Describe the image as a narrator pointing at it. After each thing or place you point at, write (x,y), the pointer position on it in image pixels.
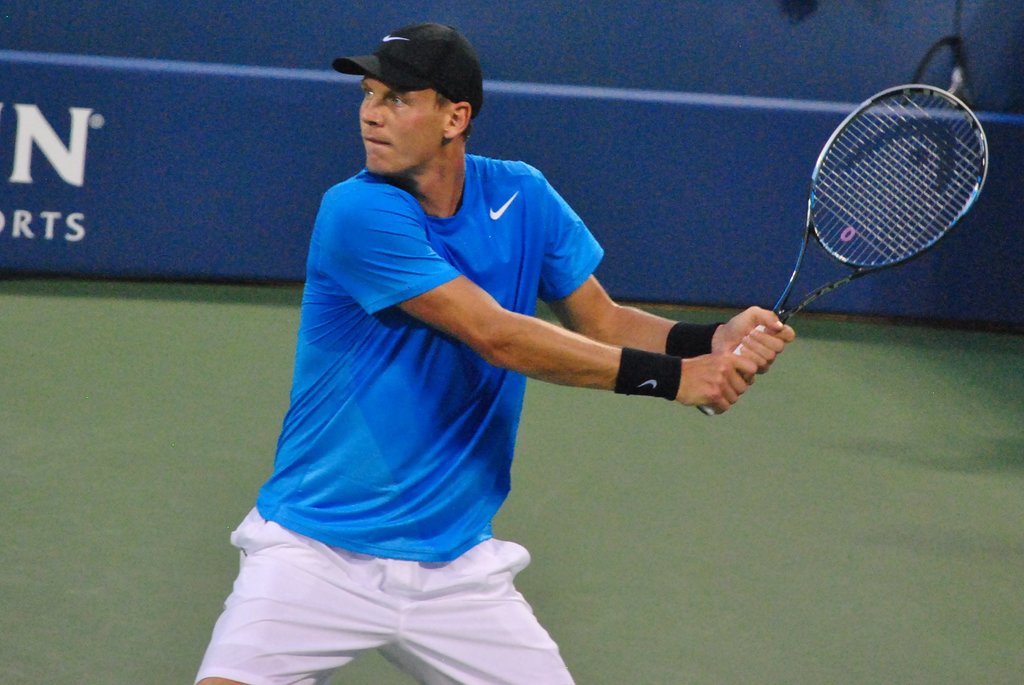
In this image i can see a man (436,347) is holding a tennis racket (844,224) and wearing a cap (389,75).
